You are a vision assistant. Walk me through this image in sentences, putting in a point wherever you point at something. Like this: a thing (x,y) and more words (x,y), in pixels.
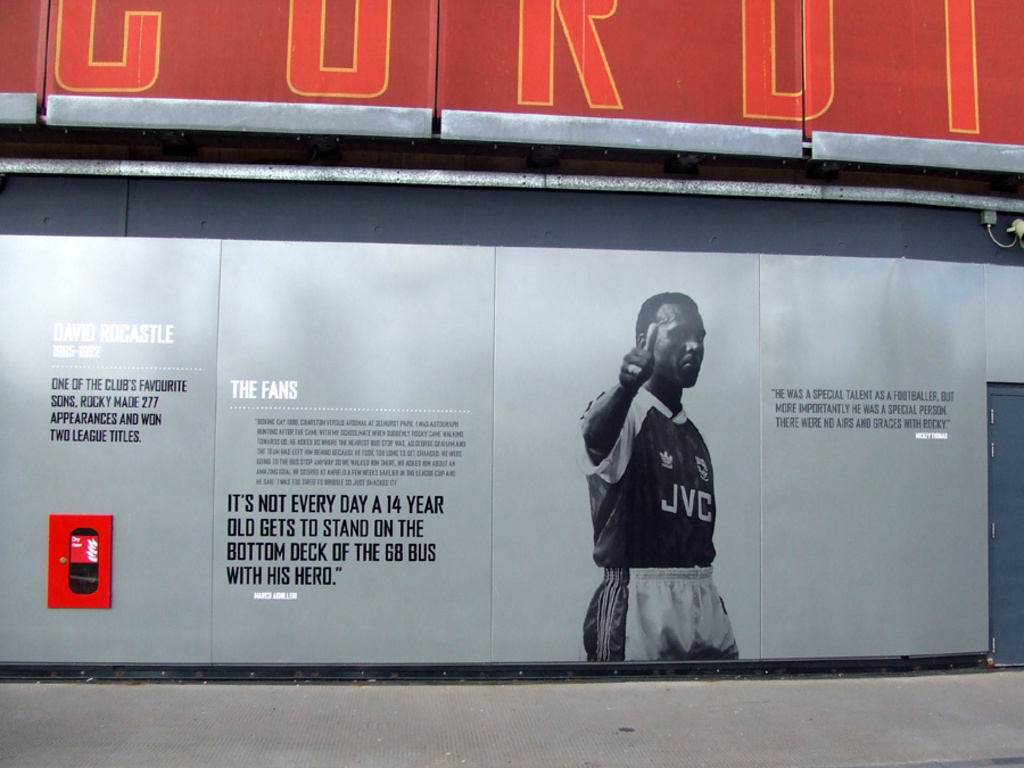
This image consists of a wall (506,459). In the front (320,521), we can see a photograph (641,478) of a person (600,476) along with the text (426,473). At the top (529,26), there is a name board (949,135). On the right (990,521), there is a door (993,525). At the bottom (578,741), there is a pavement (550,700).
